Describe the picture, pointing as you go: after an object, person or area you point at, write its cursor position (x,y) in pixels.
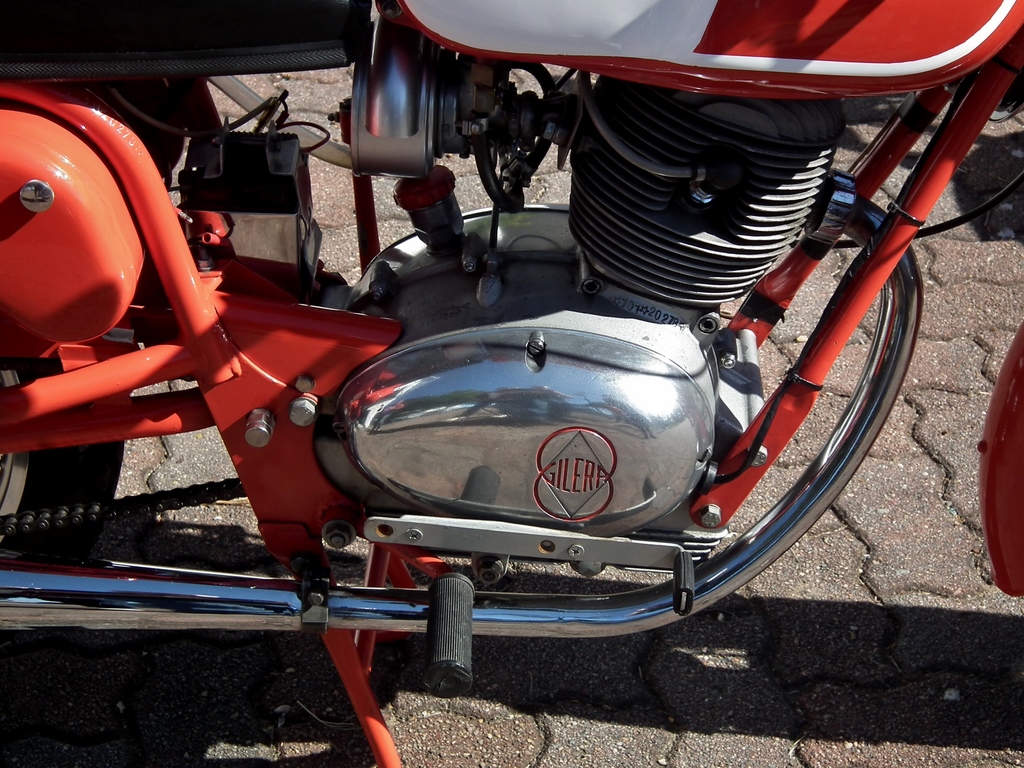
In this picture there is a bike (747,410) in the center of the image (387,338).
